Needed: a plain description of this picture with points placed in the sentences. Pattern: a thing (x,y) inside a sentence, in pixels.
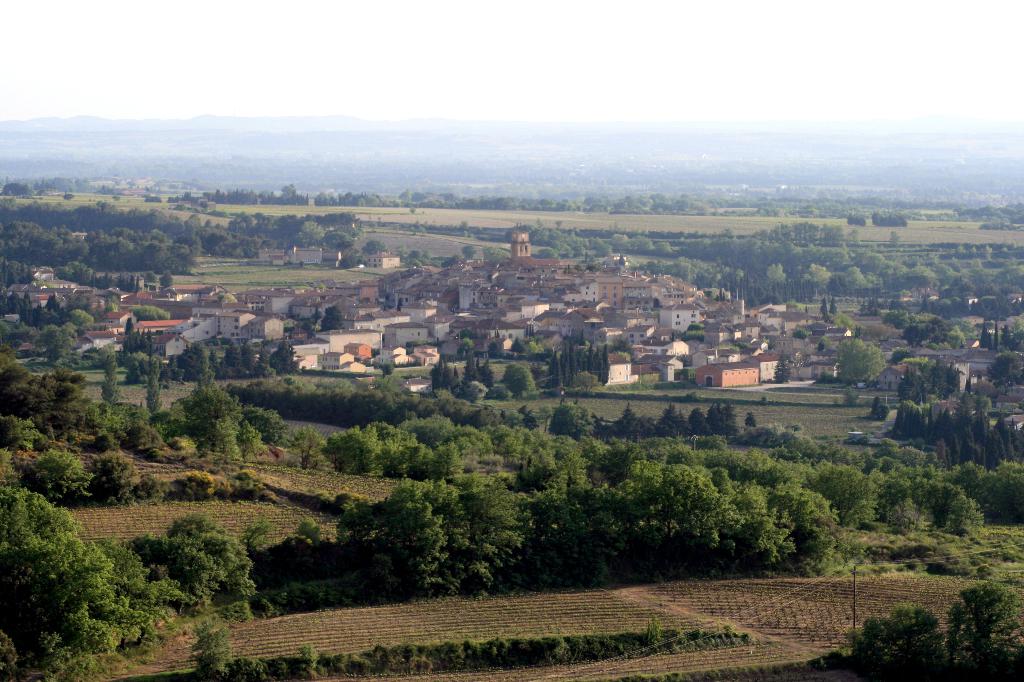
This is the picture of a city (868,341). In this image there are buildings (669,315) and trees (436,490). At the top (235,108) there is sky (255,107). In the foreground (853,602) there are fields (847,613) and there is a pole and there are wires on the pole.
